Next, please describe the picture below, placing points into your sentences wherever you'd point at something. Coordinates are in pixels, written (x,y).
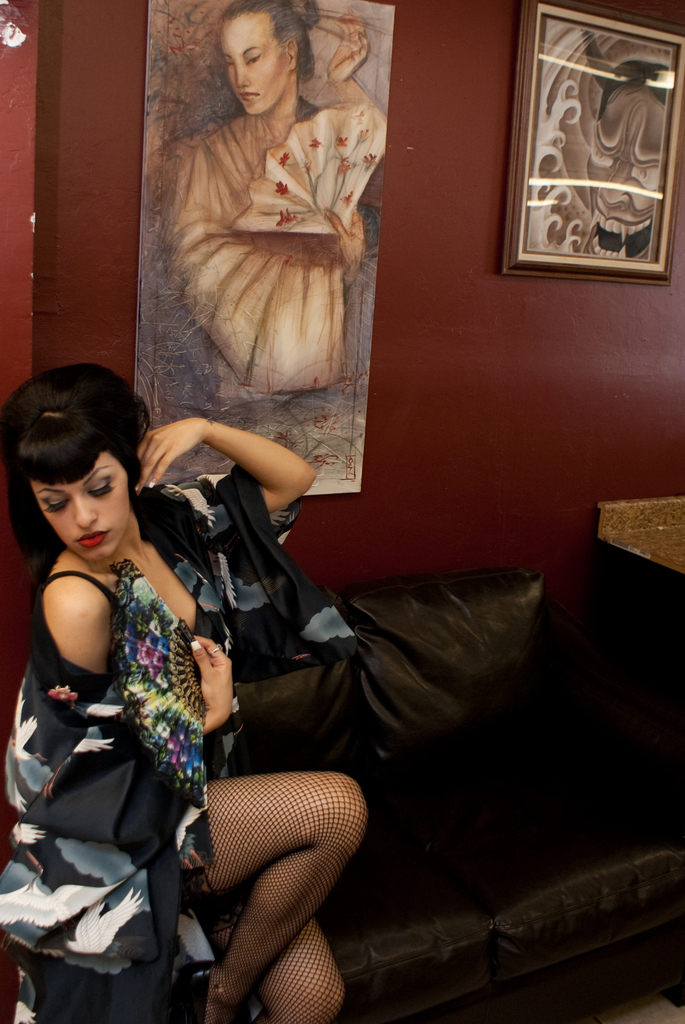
In this image there is a woman (133,821) sitting on the couch (417,794). She is holding a hand fan (194,698) in her hand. Behind her there is a wall (442,458). There are picture frames (245,174) on the wall (505,146).
